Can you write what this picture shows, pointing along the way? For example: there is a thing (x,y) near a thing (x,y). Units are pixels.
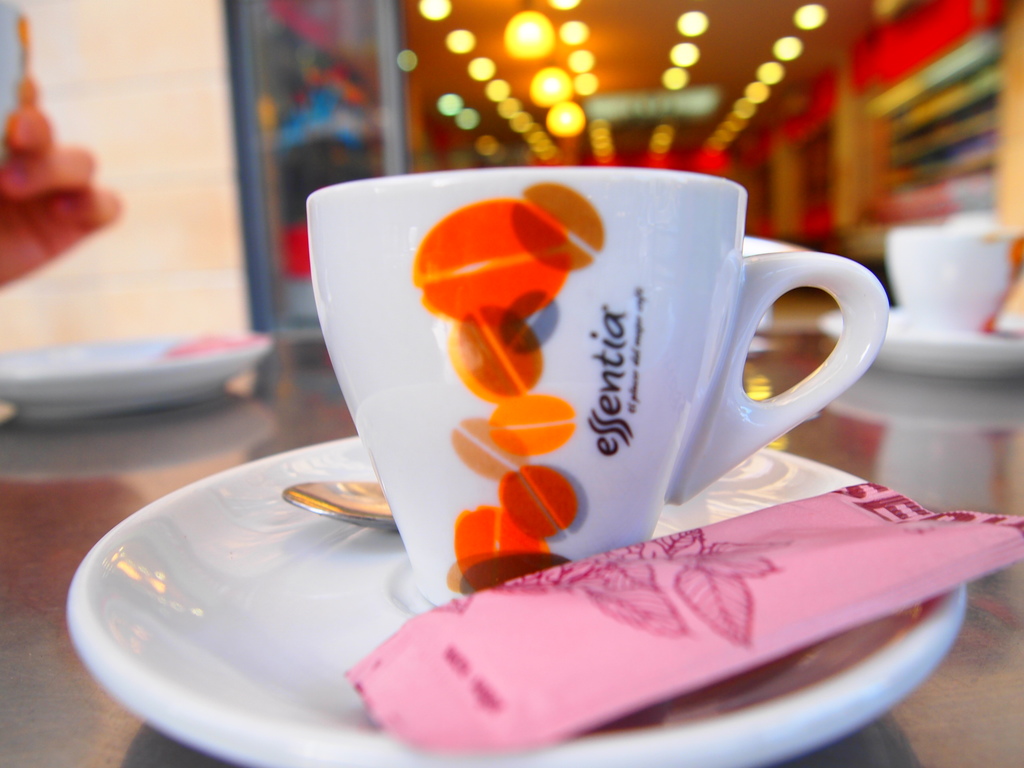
In this image, there are a few cups (597,421) and saucers (551,757). We can also see the table (924,716). We can see a spoon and also a pink colored object (752,567). We can see the blurred background (471,130) and also an object (16,182) on the left (3,187).
